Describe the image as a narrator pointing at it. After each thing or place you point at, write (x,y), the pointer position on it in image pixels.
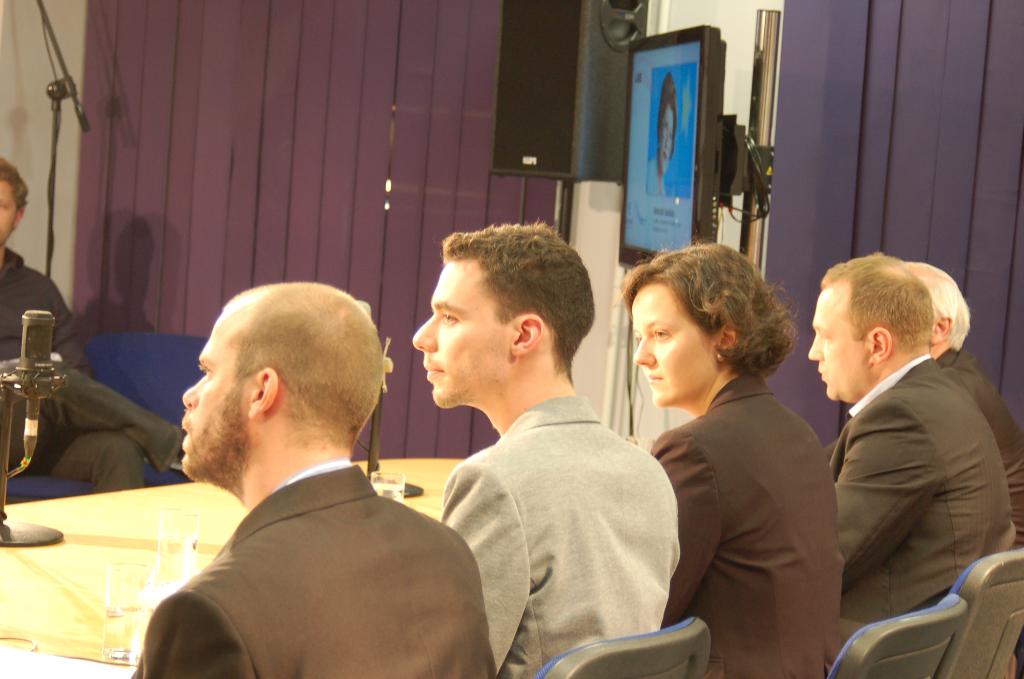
In this image there are few people (613,509) sitting on the chairs (691,621). In front of them there is a table (79,534) on which there is a mic (11,371) in the middle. Beside the mic (40,526) there are glasses (116,606). On the right side (697,94) top there is a television (683,145). Beside the television (666,144) there is a speaker (526,91). In the background (363,91) there are curtains (257,157).
